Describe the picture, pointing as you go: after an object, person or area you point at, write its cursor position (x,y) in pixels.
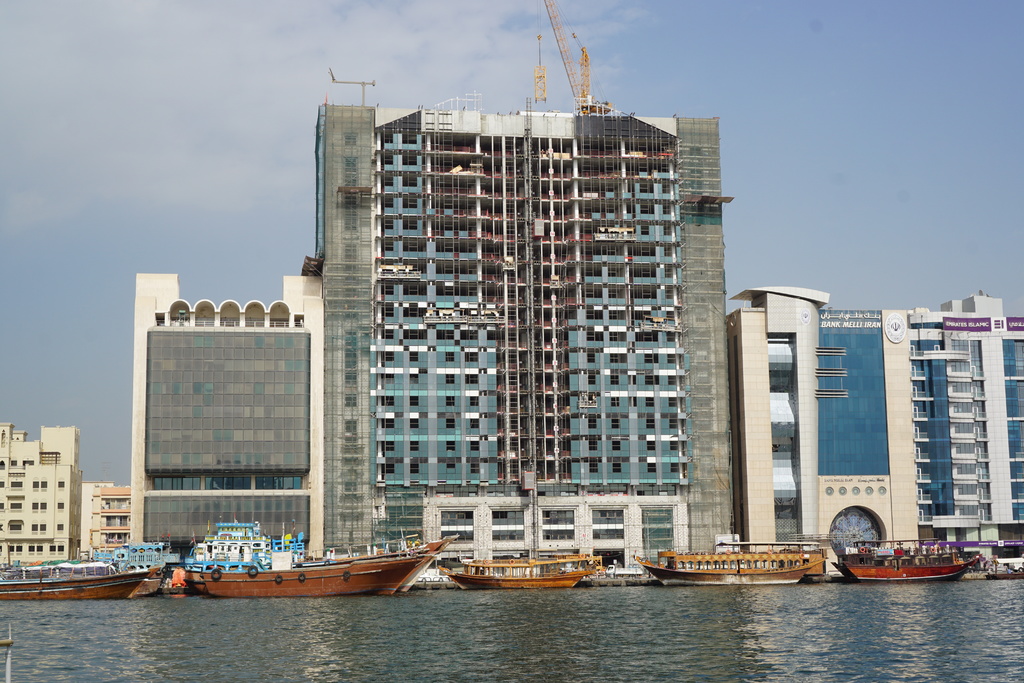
In this picture I can see number of boats (918,578) floating on the water (646,643). I can see buildings (509,385) in the background (500,429). I can see there are clouds (201,139) in the sky (295,90).
